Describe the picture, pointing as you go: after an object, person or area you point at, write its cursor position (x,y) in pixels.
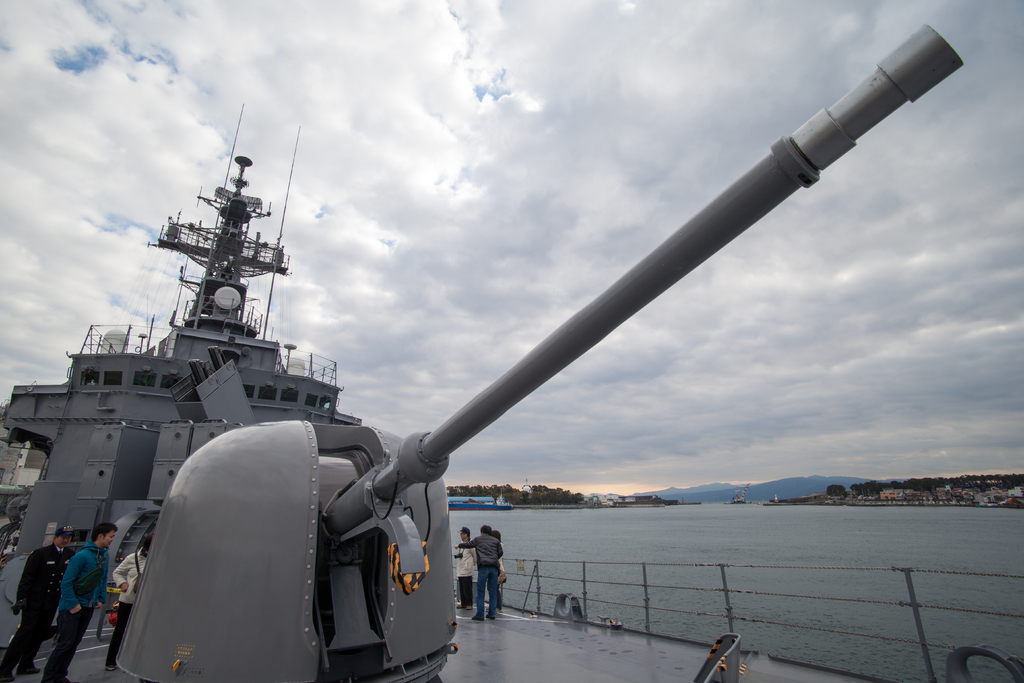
In the foreground of this image (228,619), there is a ship (172,625) on which there are people (81,608). In the background (747,531), there is water (703,531), greenery (513,491), few buildings (900,493), mountains (766,483), sky (544,97) and the cloud (582,79).
